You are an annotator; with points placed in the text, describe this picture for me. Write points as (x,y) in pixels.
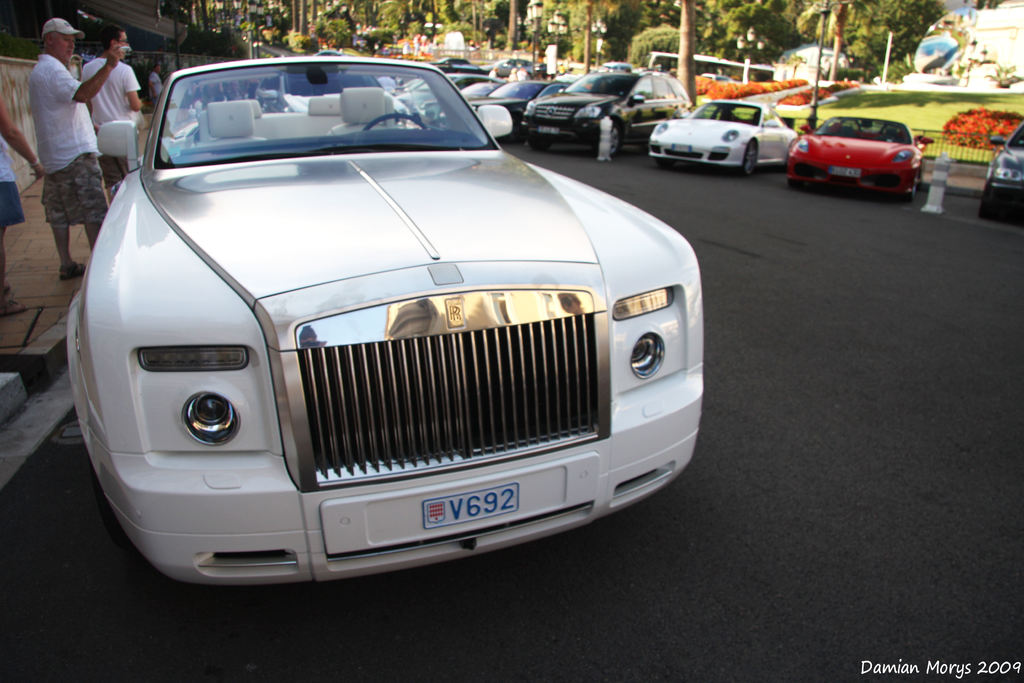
In this image we can see some buildings (152,13), some lights (821,46) with poles (744,78), some people (69,87) are walking, some people (69,87) are standing, two white poles (944,156) on the road (628,177), some vehicles (566,95) on the road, some object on the ground (840,103), one fence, on footpath (24,343), some text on the bottom right side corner of the image, some people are holding some objects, some plants (414,57) with flowers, some trees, bushes (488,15), plants (967,145) and grass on the ground (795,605).
